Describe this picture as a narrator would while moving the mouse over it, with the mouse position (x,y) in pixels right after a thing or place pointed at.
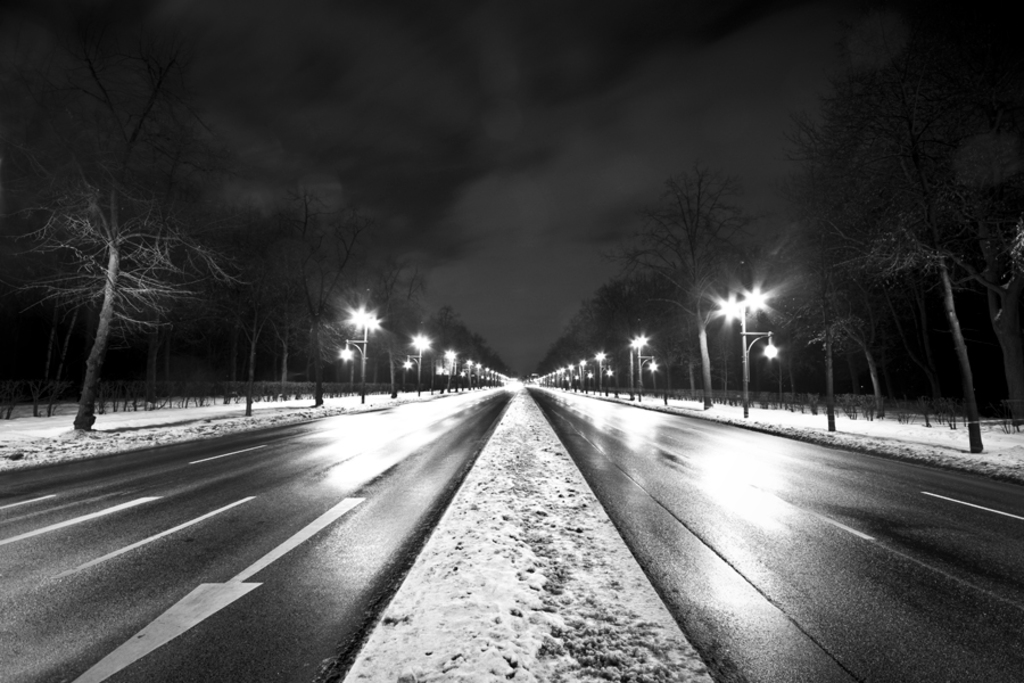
Beside these empty roads (566,424) there are light poles (366,339) and trees (112,226).
